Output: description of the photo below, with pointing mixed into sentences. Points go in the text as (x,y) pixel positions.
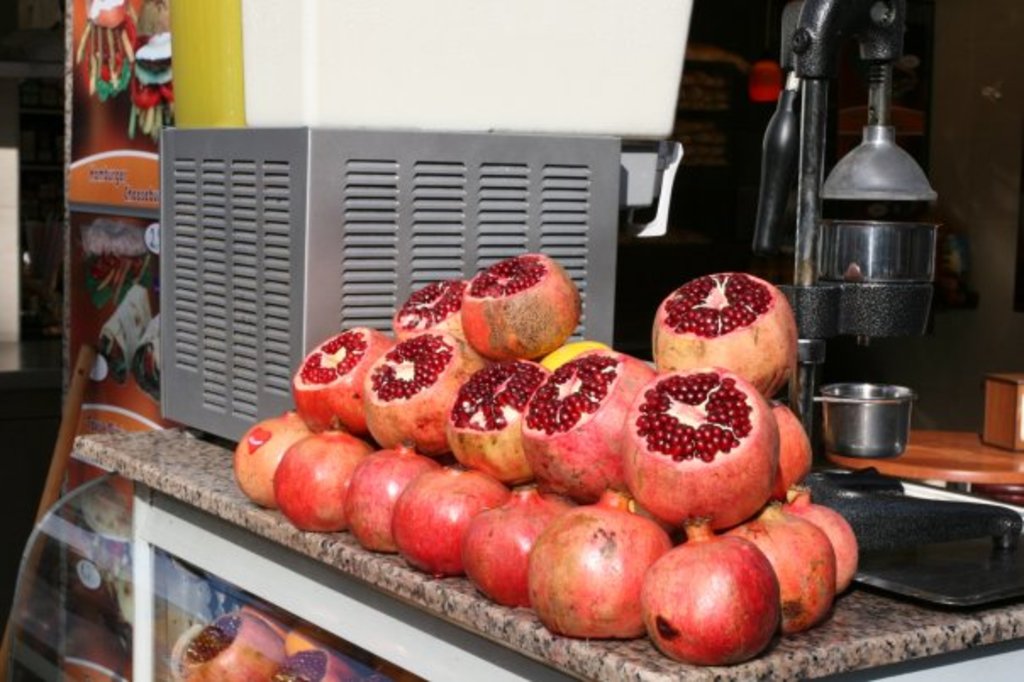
In this image we can see a cabinet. On the cabinet (369,584) there are pomegranates (616,497) and a juicer (845,191).
